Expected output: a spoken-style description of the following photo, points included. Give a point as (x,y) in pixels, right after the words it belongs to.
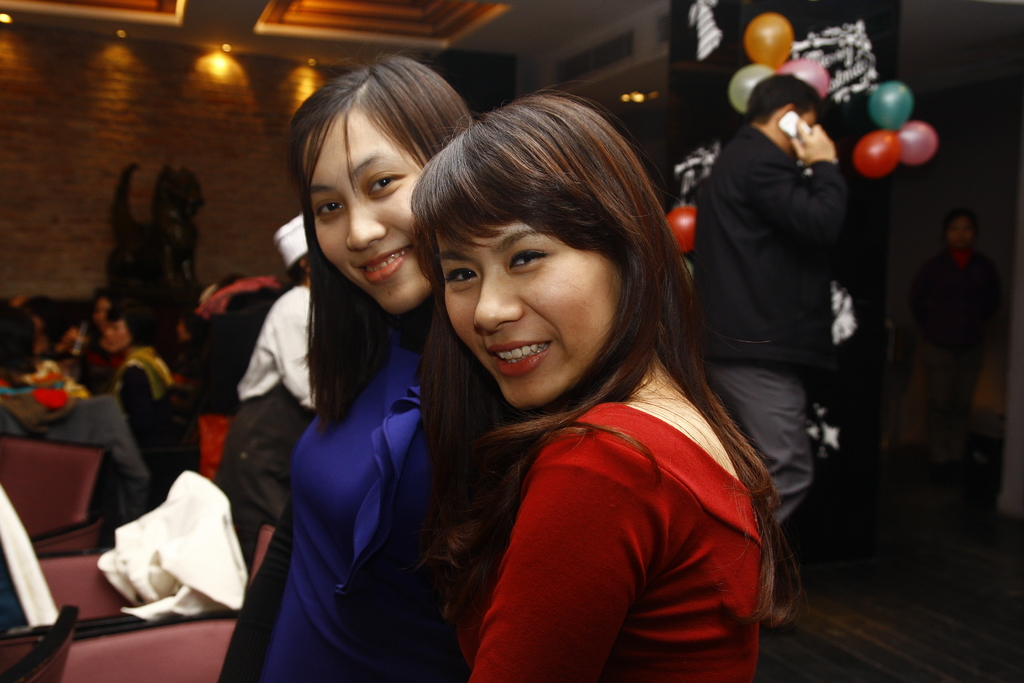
In this image I can see number of people (235,359) and I can see smile on few faces (490,342). In the background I can see few lights (126,37) and few balloons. I can also see this image is little bit blurry from background (739,182).
